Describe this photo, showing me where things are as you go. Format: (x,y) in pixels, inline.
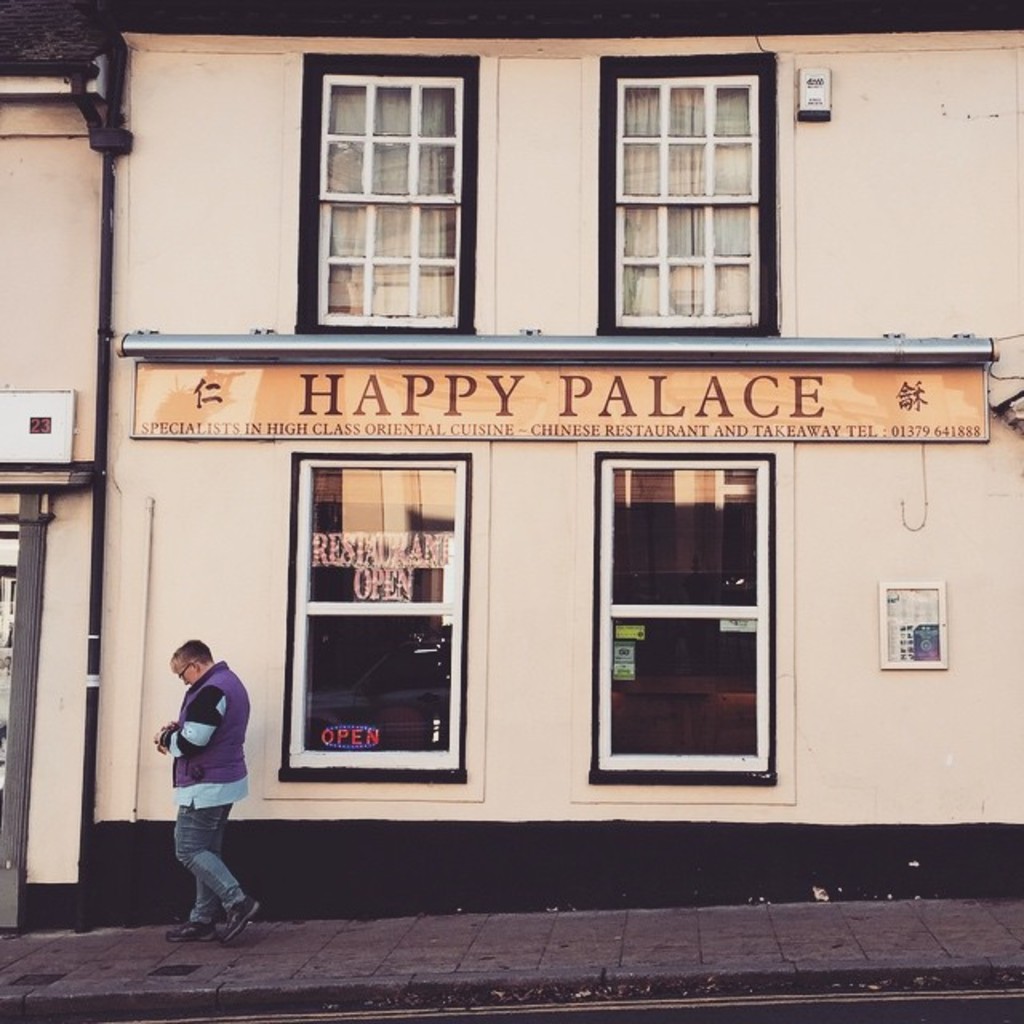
In this picture we can see a person (225,874) walking on a footpath (81,948) and in the background (99,376) we can see windows (394,124), curtains (693,146), name board (589,420), pipe (116,74), wall (58,376).
